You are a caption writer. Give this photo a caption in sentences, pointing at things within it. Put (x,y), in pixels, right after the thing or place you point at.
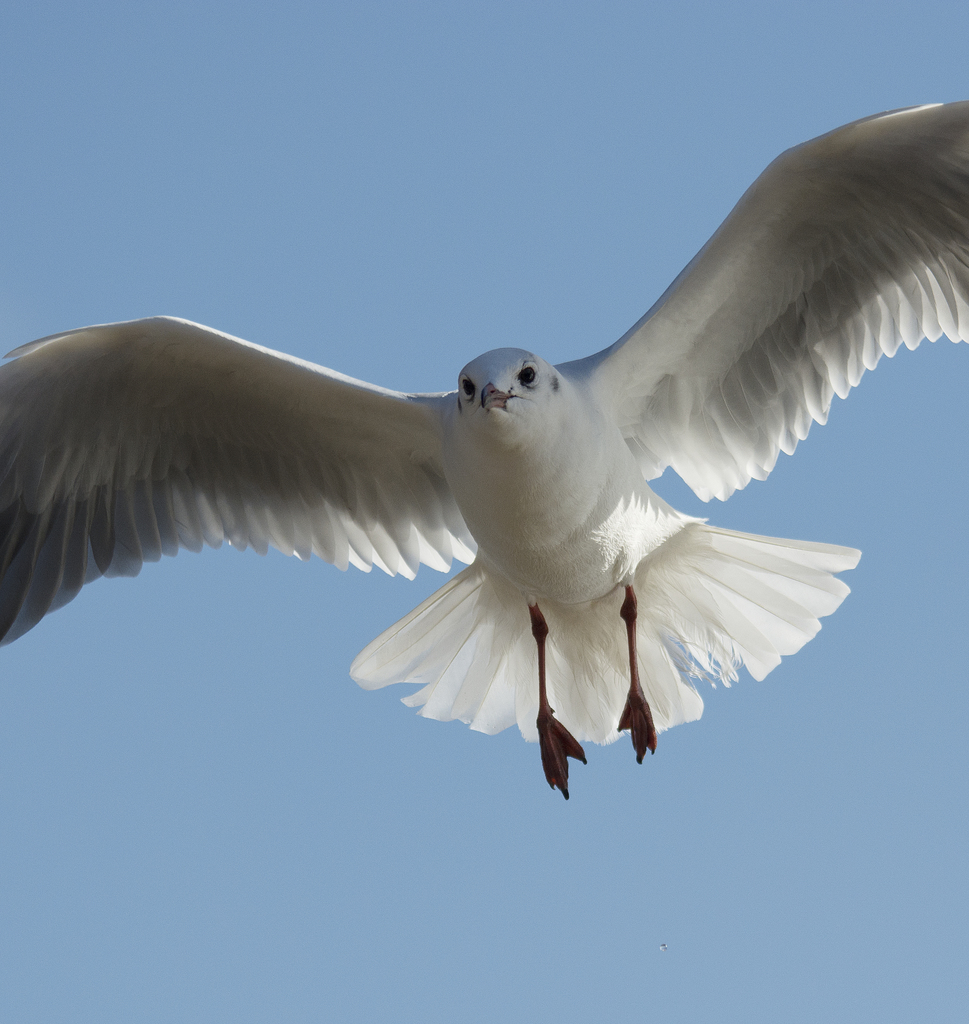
In the center of the image (529,641) we can see a bird (521,568) flying in the sky (545,292).
